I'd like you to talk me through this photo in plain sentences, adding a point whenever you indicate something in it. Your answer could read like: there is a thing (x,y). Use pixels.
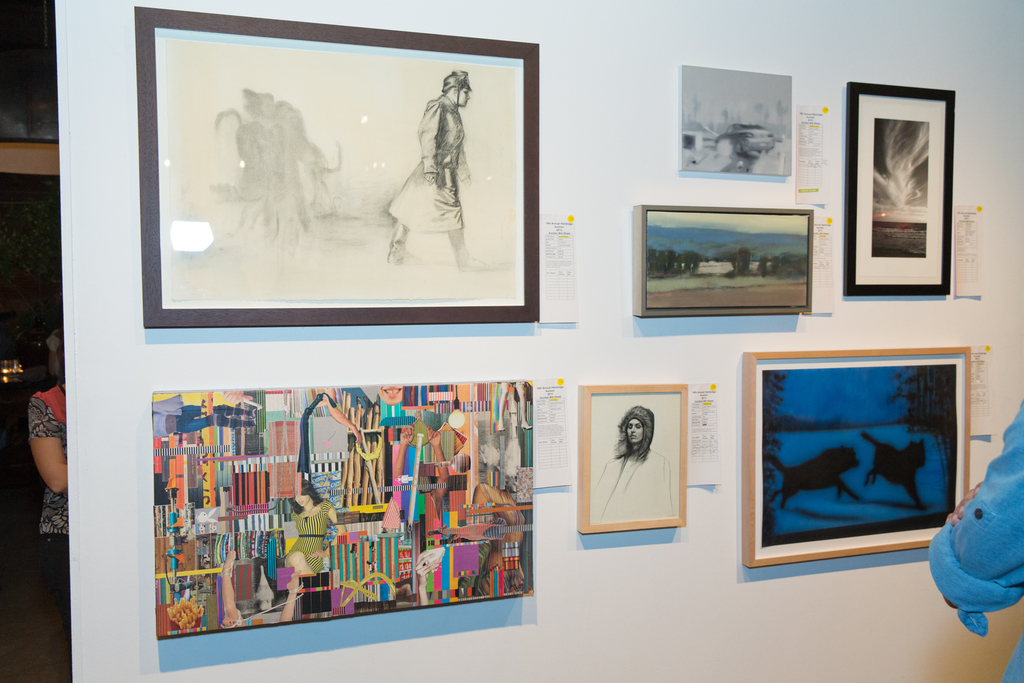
In this picture, we see many photo frames (582,408) are placed on the white wall (576,339). We even see the papers (550,291) are pasted on the wall (561,543). On the right side (1012,560), the person (939,567) in the blue shirt (974,623) is standing. Behind the wall (91,415), the woman (45,424) in the black dress (36,393) is standing. Behind her, we see a dark space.
